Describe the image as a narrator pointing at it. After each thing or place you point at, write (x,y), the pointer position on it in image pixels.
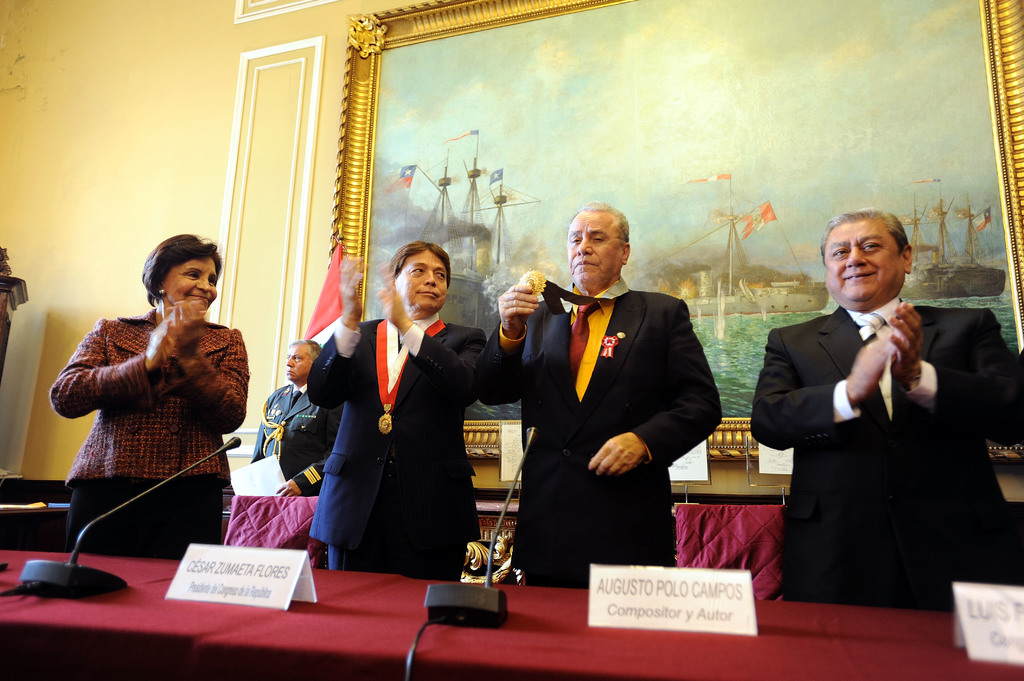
In this image we can see many persons (450,422) standing at the table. On the table (937,623) we can see name boards (976,625) and mics (72,584). In the background (144,181) we can see person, painting (474,146) and wall (161,130).
